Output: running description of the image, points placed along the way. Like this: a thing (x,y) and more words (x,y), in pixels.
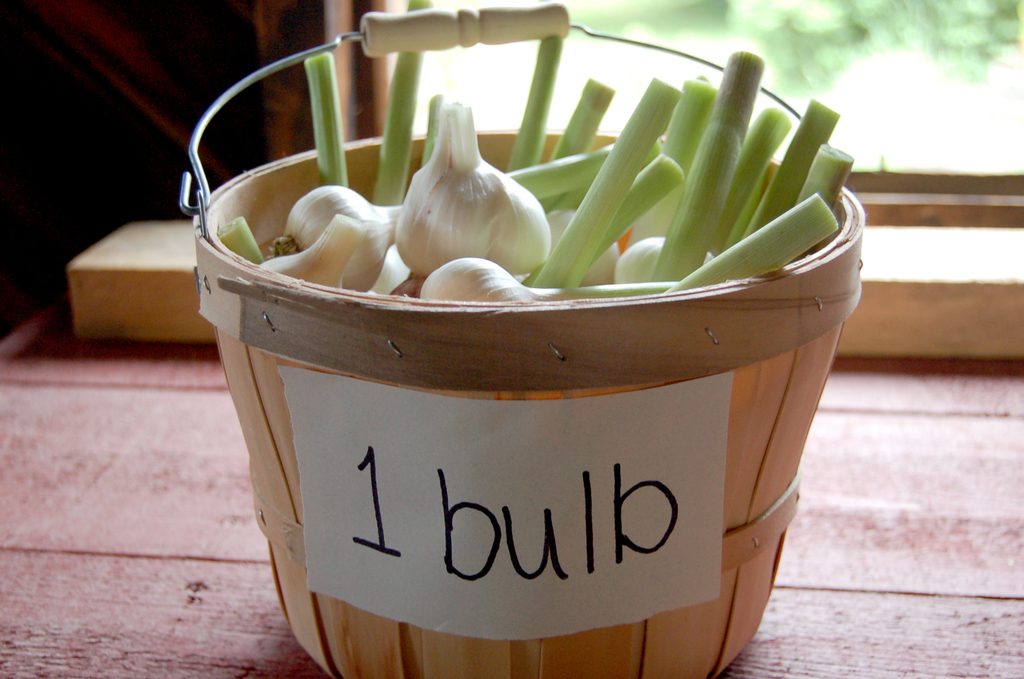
In this image we can see some garlic bulbs (484,194) in a bucket (490,422), which is on the wooden surface (808,553), we can see a paper (490,540) with some text (490,511) on it, also we can see the window (517,99), and the background (65,90) is blurred.
